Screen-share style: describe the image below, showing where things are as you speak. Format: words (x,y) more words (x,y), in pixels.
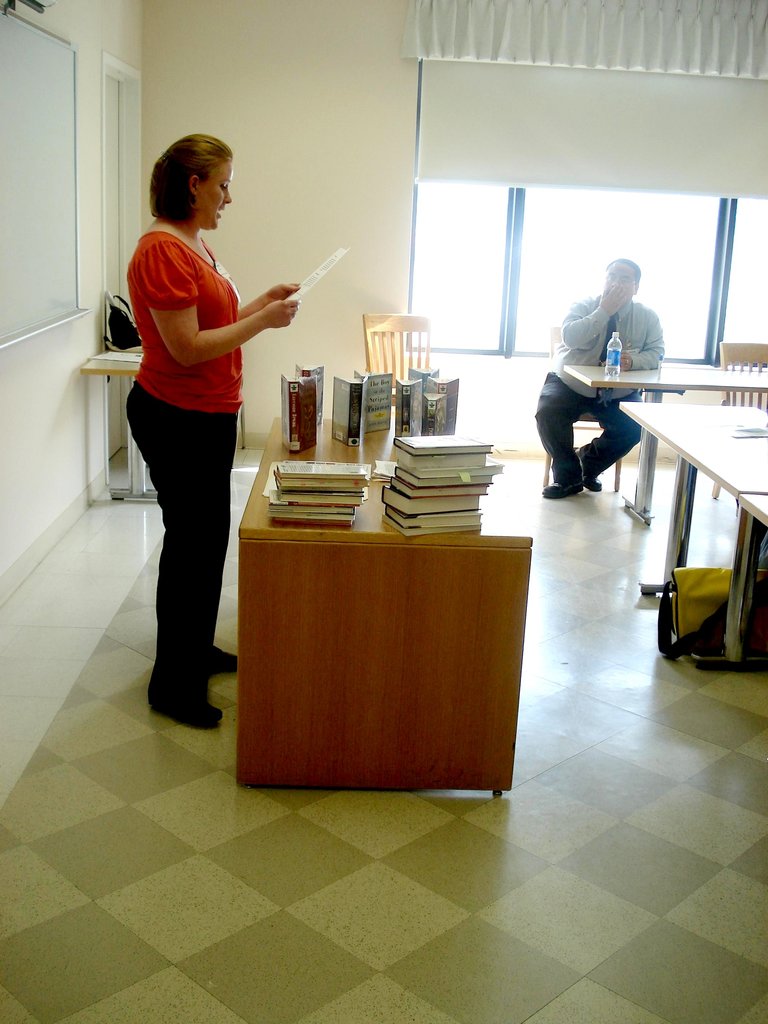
In this picture we can see one woman (204,683) standing in front of a table (355,450) and reading something and on the table (488,545) we can see books (413,444). Here we can see tables (714,461) and chairs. Here one man (623,299) is sitting on a chair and there is a bottle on the table (694,383). This is a floor (303,879). this is a board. This is a wall (376,216) and it's a window (501,260).
